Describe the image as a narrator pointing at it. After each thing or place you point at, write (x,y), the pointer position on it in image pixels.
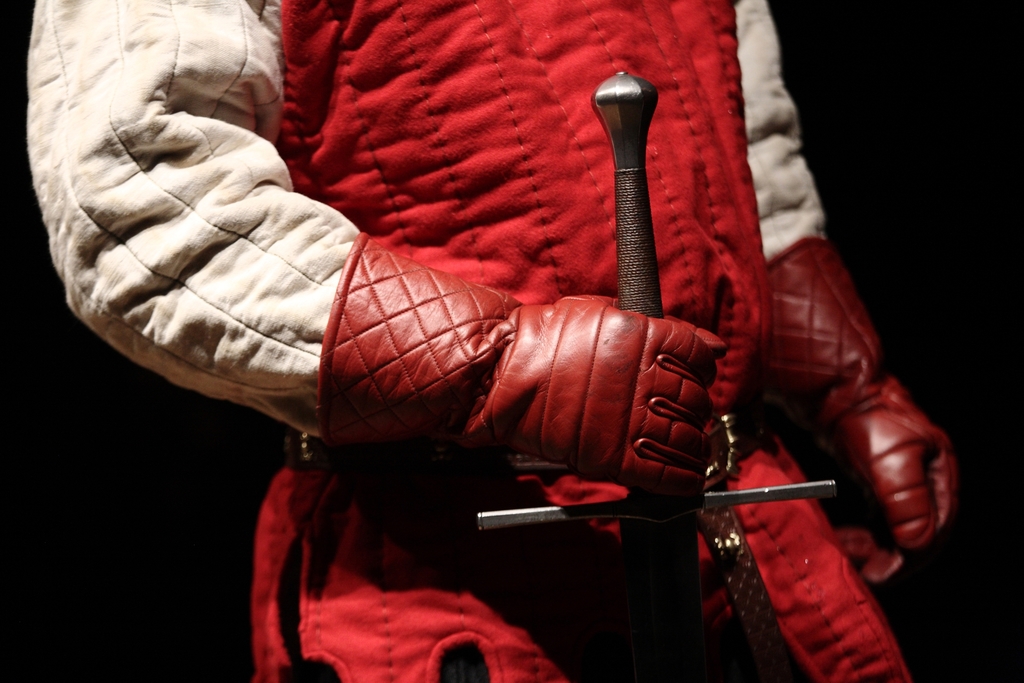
In this image, we can see a person (444,414) wearing gloves (674,331) and holding an object (640,641) and the background (851,69) is dark.
